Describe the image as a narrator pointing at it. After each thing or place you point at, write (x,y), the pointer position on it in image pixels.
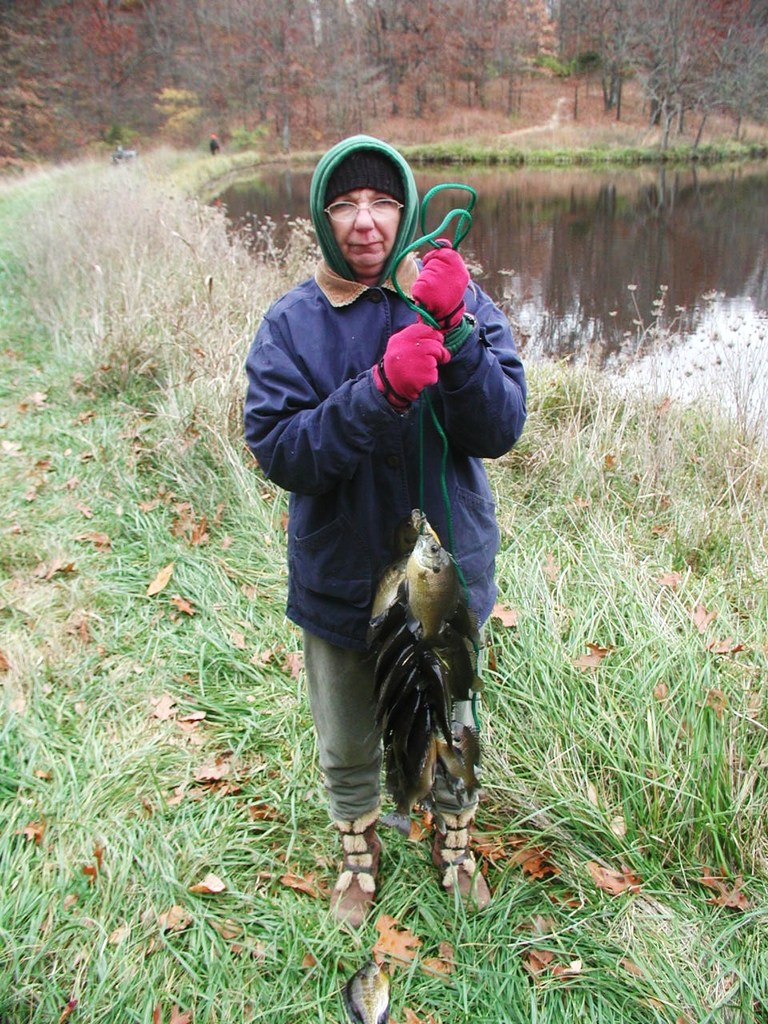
In this image, we can see a person (415,422) wearing clothes (394,407) and holding a fish (425,513) with her hands (434,336). There is a grass (105,613) on the ground (612,558). There is a lake (632,251) on the right side of the image (628,232). There are some trees (349,12) at the top of the image (485,81).
